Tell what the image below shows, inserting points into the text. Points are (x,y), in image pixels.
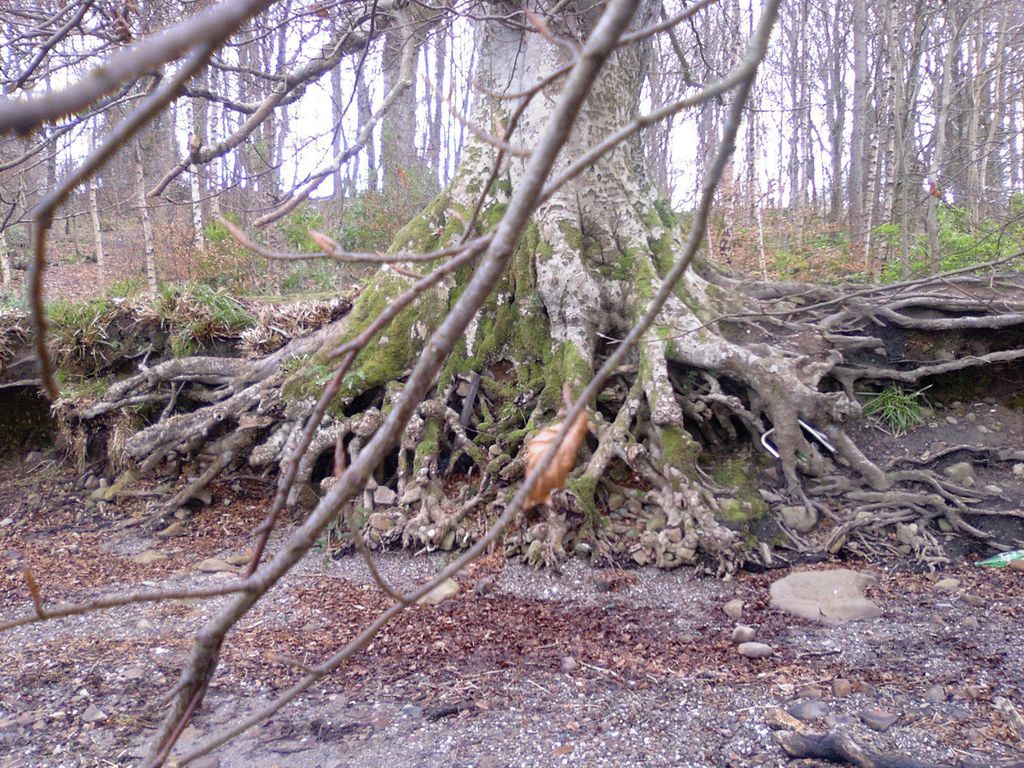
In this image, we can see some trees (540,128) and plants (370,211). There are dry leaves (454,620) on the ground (790,625).
